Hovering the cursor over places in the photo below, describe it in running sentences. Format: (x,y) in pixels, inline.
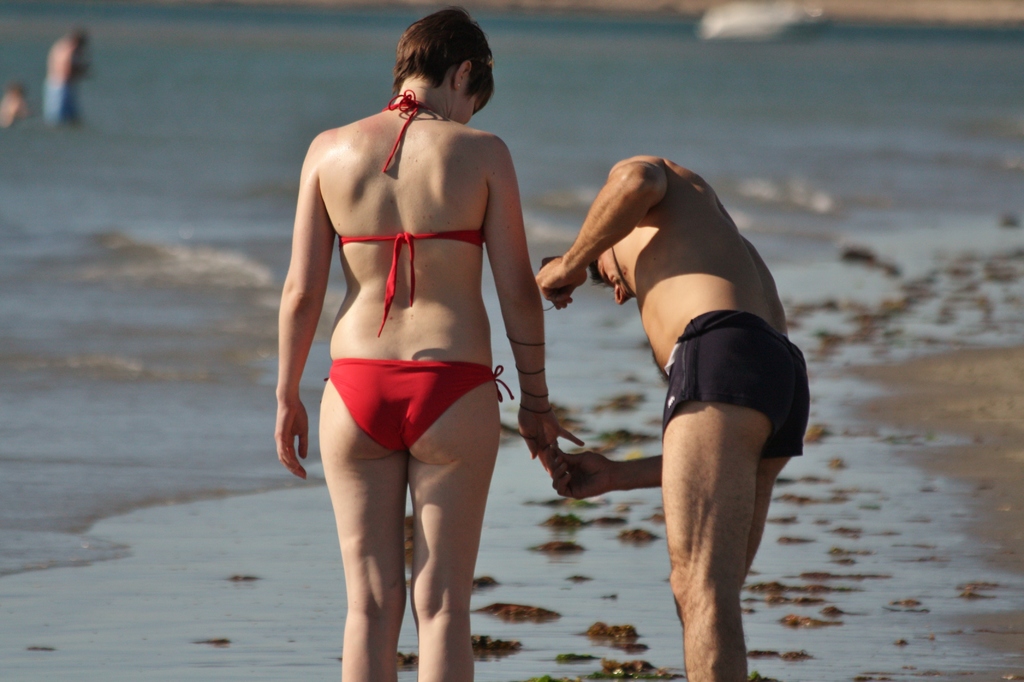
In this image I see a woman (434,189) who is wearing red bikini (372,382) and this man (664,323) is wearing a black short (747,393) and I see that both of them are holding hands (563,495) and it is blurred in the background (727,139) and I see the water (754,107) and I see the sand (954,369) over here.
